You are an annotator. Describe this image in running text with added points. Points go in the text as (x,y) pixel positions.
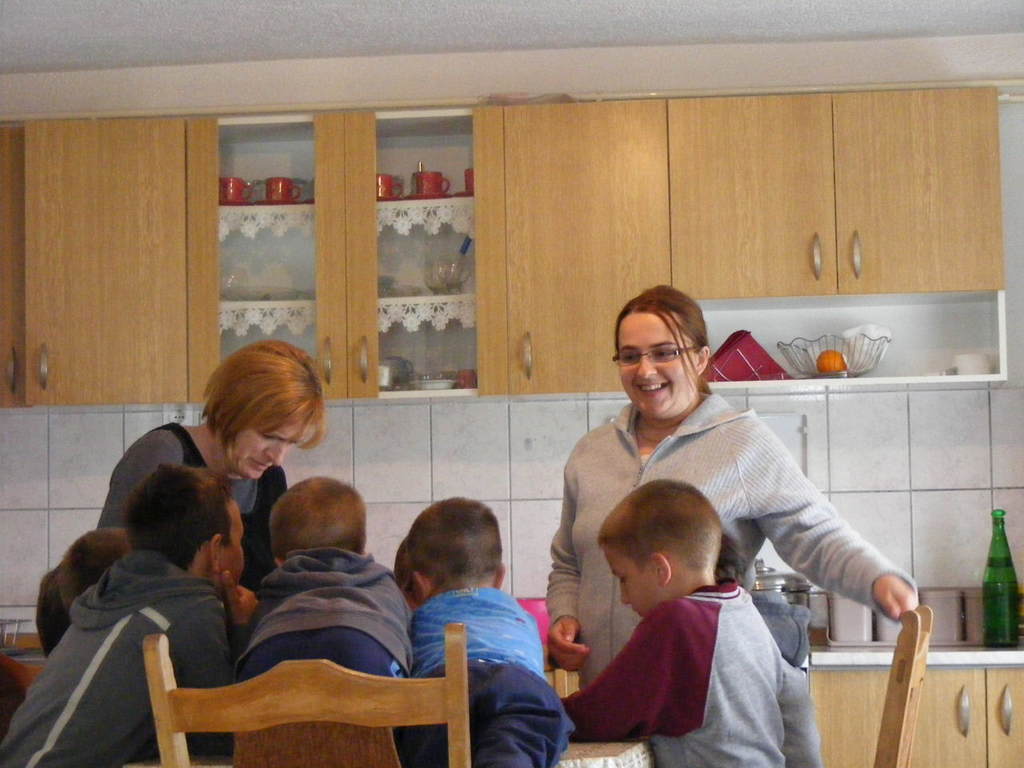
In this picture there are six kids (652,660) leaning over the table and the lady (656,450) to the right side (701,431) is standing and wearing grey jacket (709,450) and she is smiling. And a lady (186,450) with the black and grey dress (199,452) is standing in the left side (265,497). To the right corner (949,619) there is a table (935,647) with boxes (955,607) and a green color bottle (985,577) and a vessel (801,591) on it. On the top (347,200) there some cupboards (266,257). On the cupboard (264,180) there are some cups (418,192) with red color and other items (462,275) on it.
